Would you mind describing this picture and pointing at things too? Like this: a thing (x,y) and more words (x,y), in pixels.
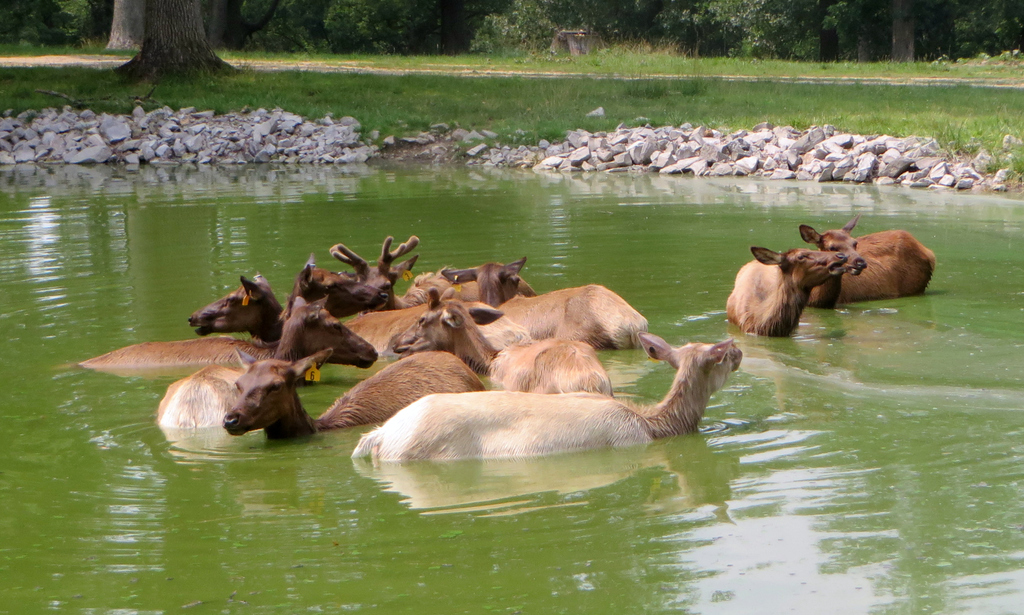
These are the animals (541,302), which are in the water (646,302). I can see the rocks (475,156). This is the grass (861,107). At the top of the image (727,35), I think these are the trees (468,26).
